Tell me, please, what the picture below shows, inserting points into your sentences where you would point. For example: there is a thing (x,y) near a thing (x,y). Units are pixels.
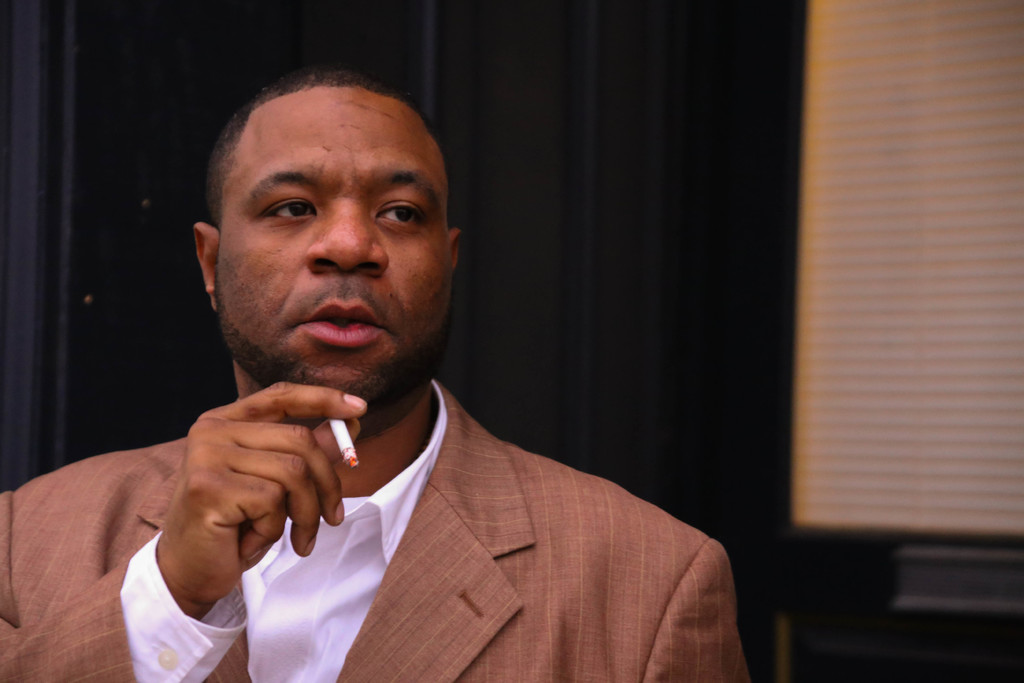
In the picture there is a man (87,565) holding a cigarette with the hand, behind him there is a wall (56,436).
